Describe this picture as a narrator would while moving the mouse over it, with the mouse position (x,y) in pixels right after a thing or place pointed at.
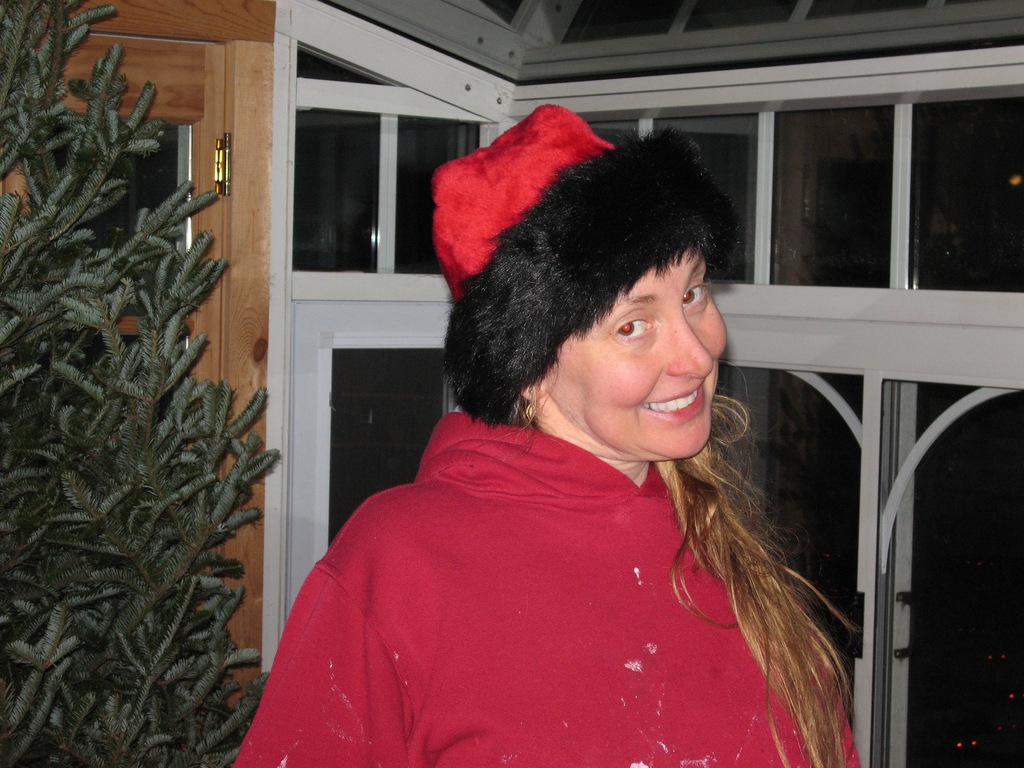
In this picture there is a lady (328,618) in the center of the image (643,389) and there are windows (420,168) and a plant (117,170) behind her.
